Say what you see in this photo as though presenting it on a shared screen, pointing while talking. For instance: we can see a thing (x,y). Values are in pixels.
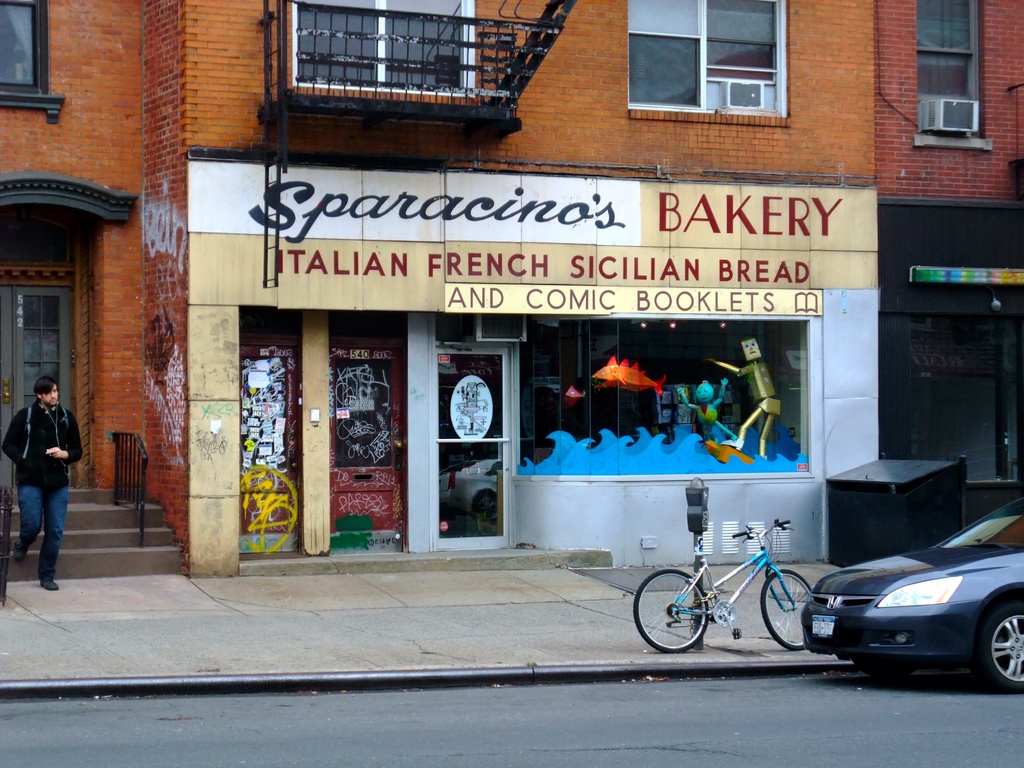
In this image there is a car (897,660) on the road (756,715), there is a bicycle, parking meter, a person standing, there is a shop (437,166) and a building (444,162).
